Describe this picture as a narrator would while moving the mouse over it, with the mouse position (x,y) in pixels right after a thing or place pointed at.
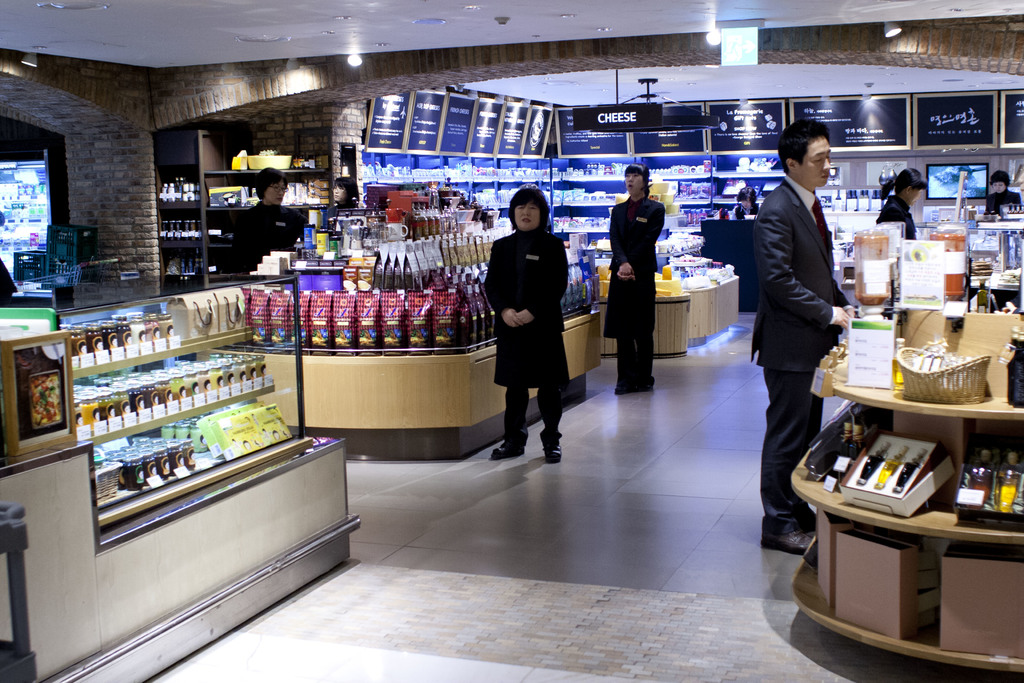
This picture shows an inner view of a store (582,396). we see few people (797,280) standing and we see few items (303,237) in the store (574,187) and a television (940,184) displaying and we see lights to the ceiling (1010,88).
